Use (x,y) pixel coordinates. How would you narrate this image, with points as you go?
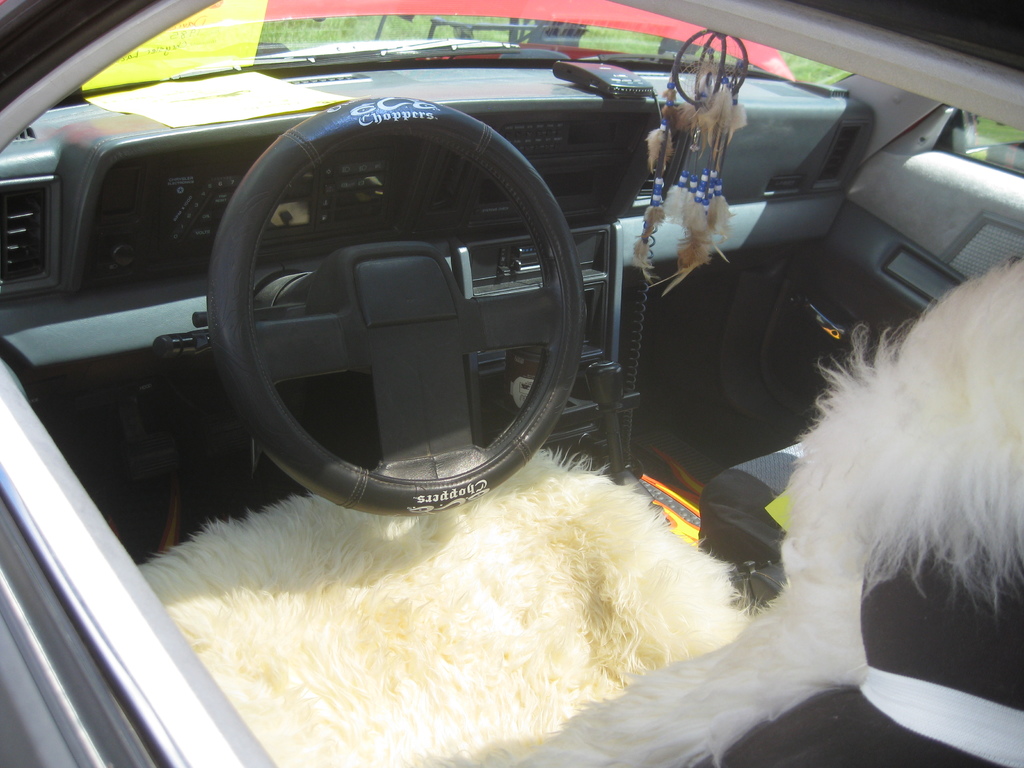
In this image, I can see the inside view of a car (233,437) with a steering wheel (571,367), hand gear (619,397), seats (758,503), auto gauge (300,197), dashboard (511,95) and doors (75,684).
